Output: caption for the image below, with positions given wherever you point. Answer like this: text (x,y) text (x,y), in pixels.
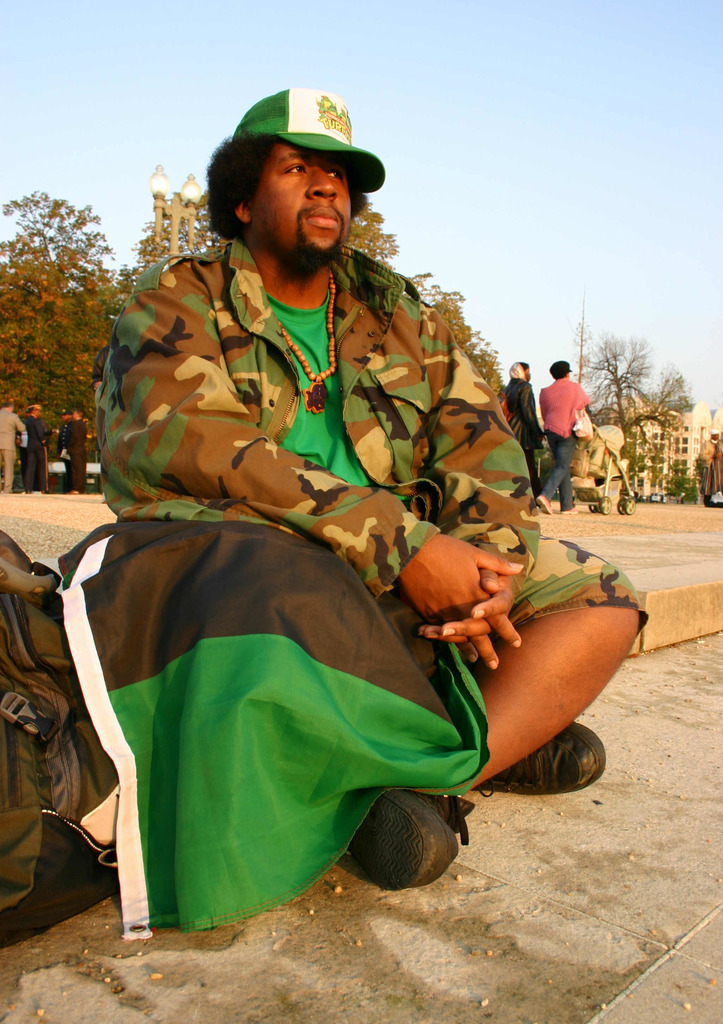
In the picture there is a man (471,515) sitting on the ground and behind him there are few other people (570,430), behind those people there are few trees (45,287) and on the right side (658,441) there are some buildings (662,438).
